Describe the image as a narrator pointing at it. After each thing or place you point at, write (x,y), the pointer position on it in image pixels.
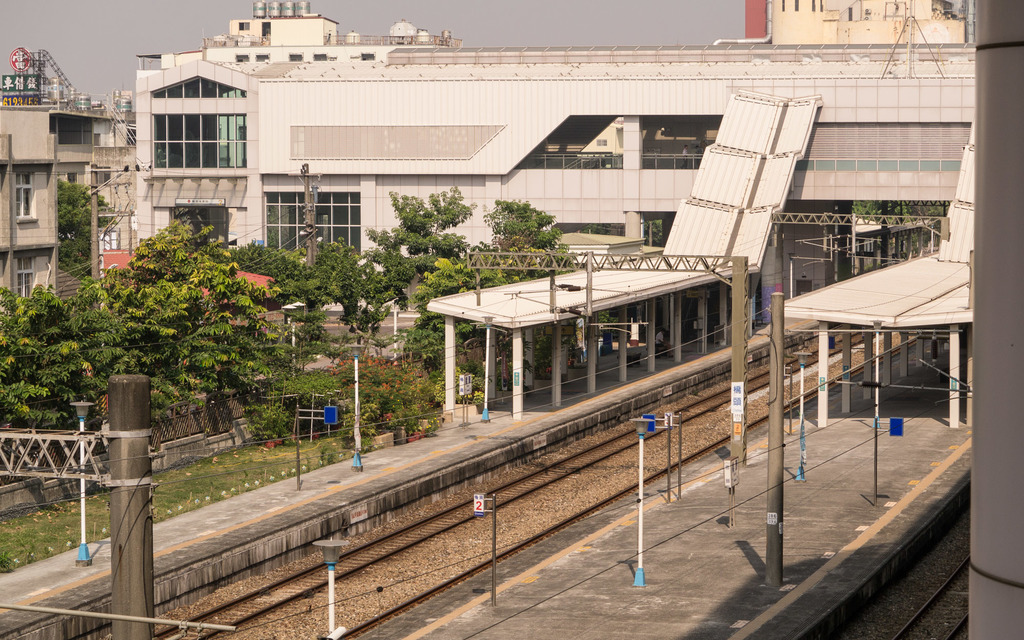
In this image there is a railway platform (555,600) at bottom of this image (727,446) and there are some trees (134,358) at left side of this image (114,356) and there are some buildings (362,220) in the background (224,188) and there is a sky (488,24) at top of this image (117,24).
